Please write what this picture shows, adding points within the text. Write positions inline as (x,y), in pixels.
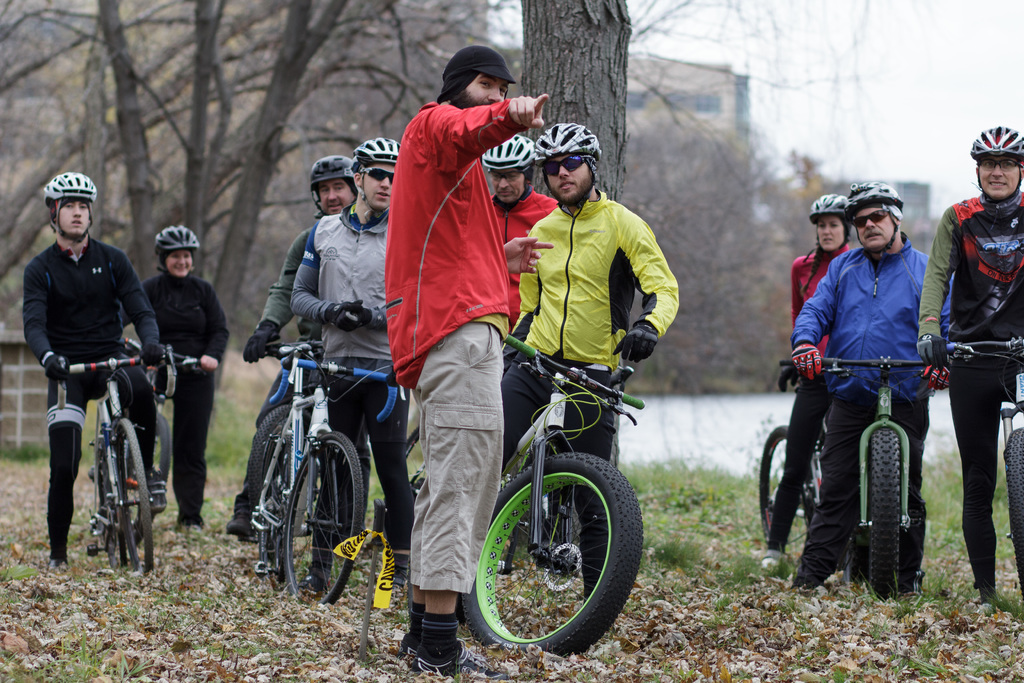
As we can see in the image there are trees (413,92), building (710,90), few people (1019,203) over here and these people (172,269) are standing and holding bicycles (115,414).
